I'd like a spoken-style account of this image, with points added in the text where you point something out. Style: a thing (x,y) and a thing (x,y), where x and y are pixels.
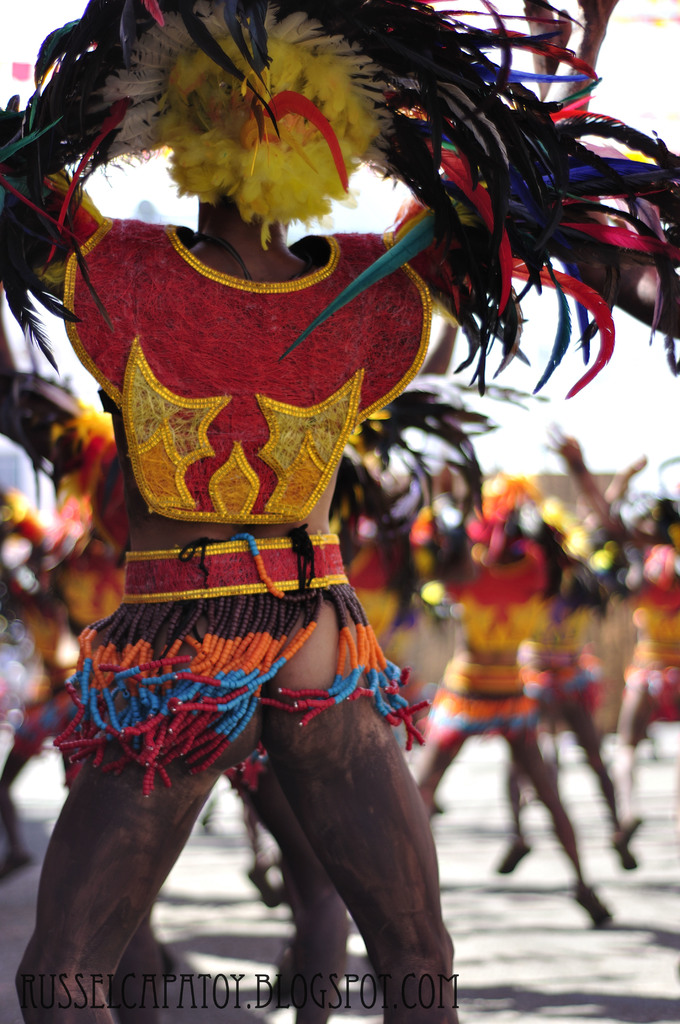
In this image we can see some persons (213,607) who wore traditional dress (336,440) for carnival fest.
